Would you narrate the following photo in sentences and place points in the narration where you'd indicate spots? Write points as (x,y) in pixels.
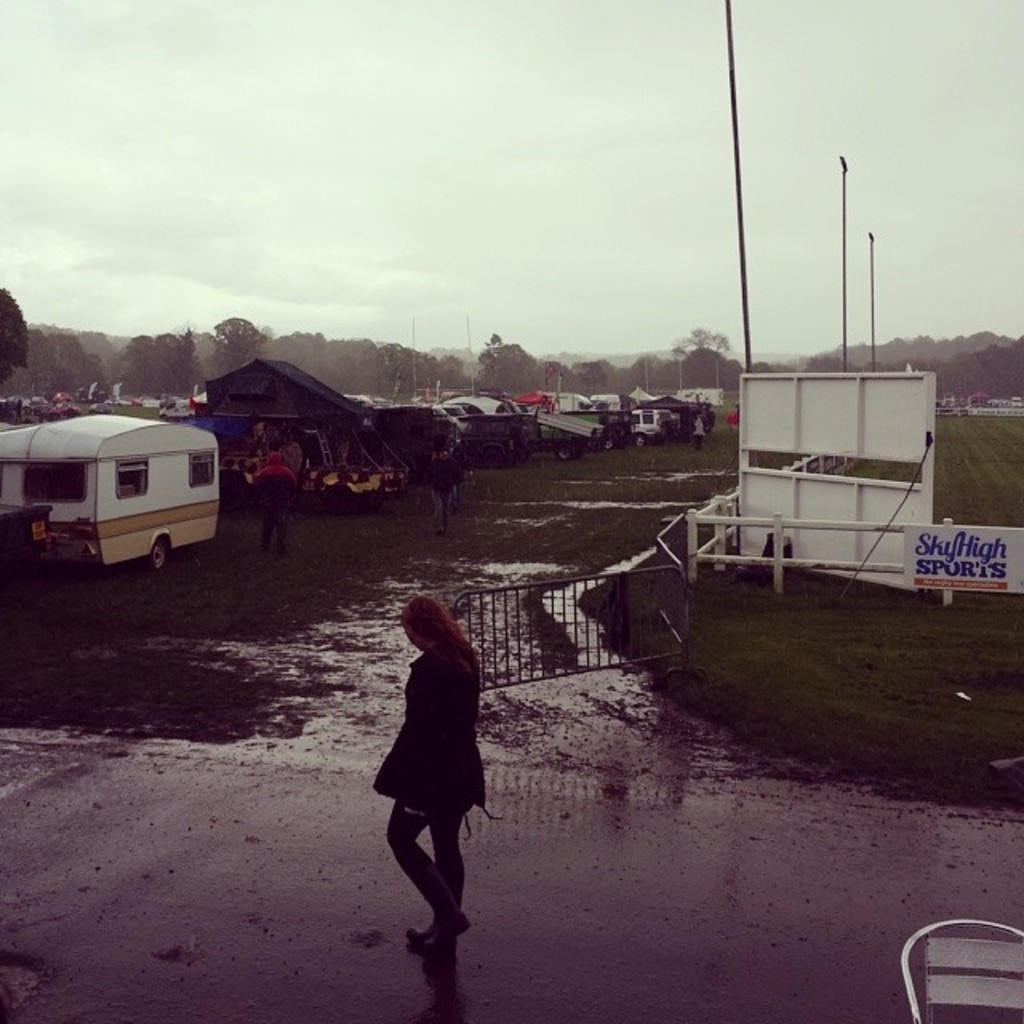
In this image on the left side (99,463) there are some vehicles (384,442), tents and some persons (699,436) are walking. In the foreground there is one woman (418,736) who is walking, on the right side (773,523) there is a railing (709,520) and board (795,413) and some poles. In the background (986,367) there are some mountains (895,367), trees (368,356), and poles (471,348). At the top of the image (377,159) there is sky (396,225) and at the bottom (422,909) there is road (782,787) and grass (277,641).
